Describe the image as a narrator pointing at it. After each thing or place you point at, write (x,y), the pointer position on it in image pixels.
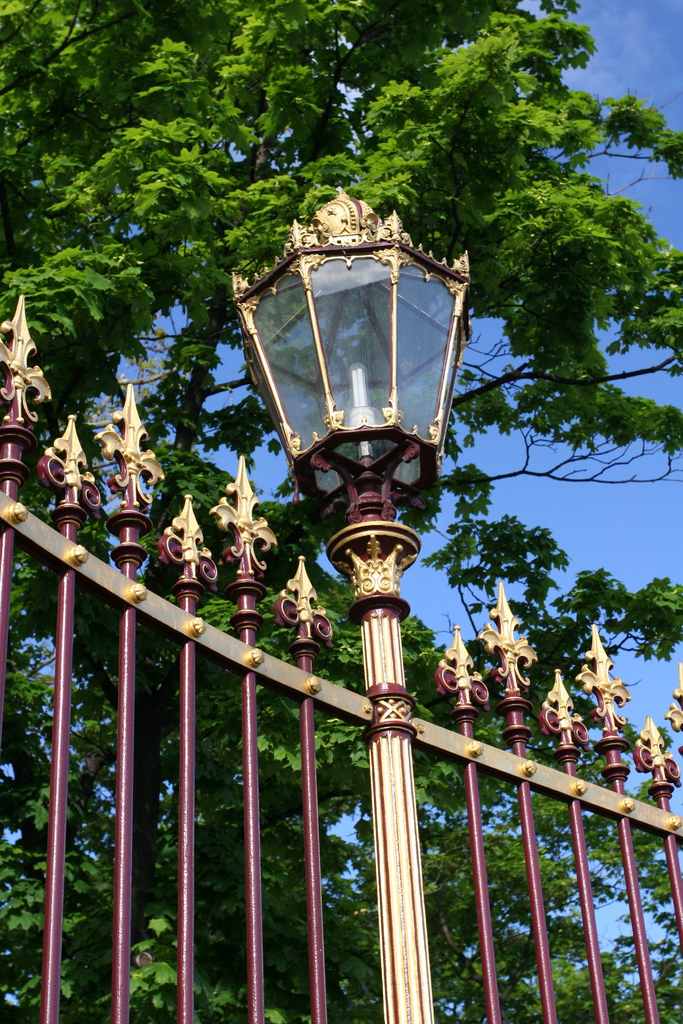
In this image we can see a fence (572,746) and a light (339,473) is attached to the fence (234,529). In the background (228,117), we can see a tree (500,428) and the sky (635,44).
